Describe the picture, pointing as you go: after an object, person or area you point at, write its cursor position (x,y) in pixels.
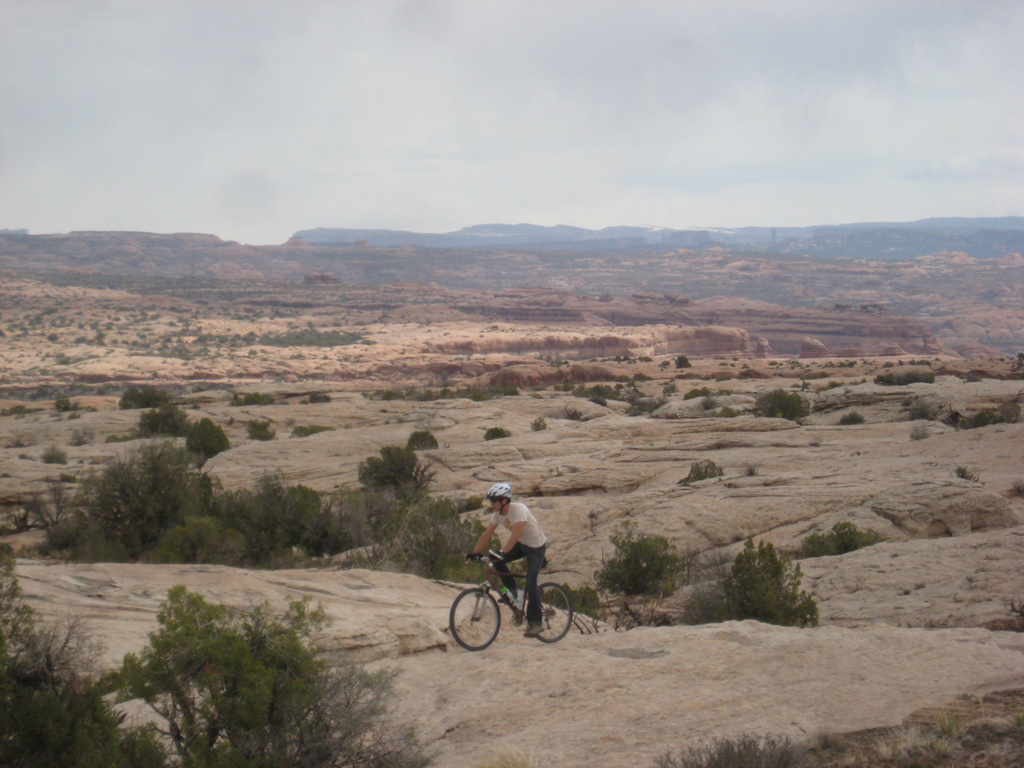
In the center of the image (495,489) there is a person (508,510) riding a bicycle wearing a helmet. At the bottom of the image (689,682) there are rocks (575,434). There are trees (195,488). In the background of the image (938,243) there are mountains (604,229).
